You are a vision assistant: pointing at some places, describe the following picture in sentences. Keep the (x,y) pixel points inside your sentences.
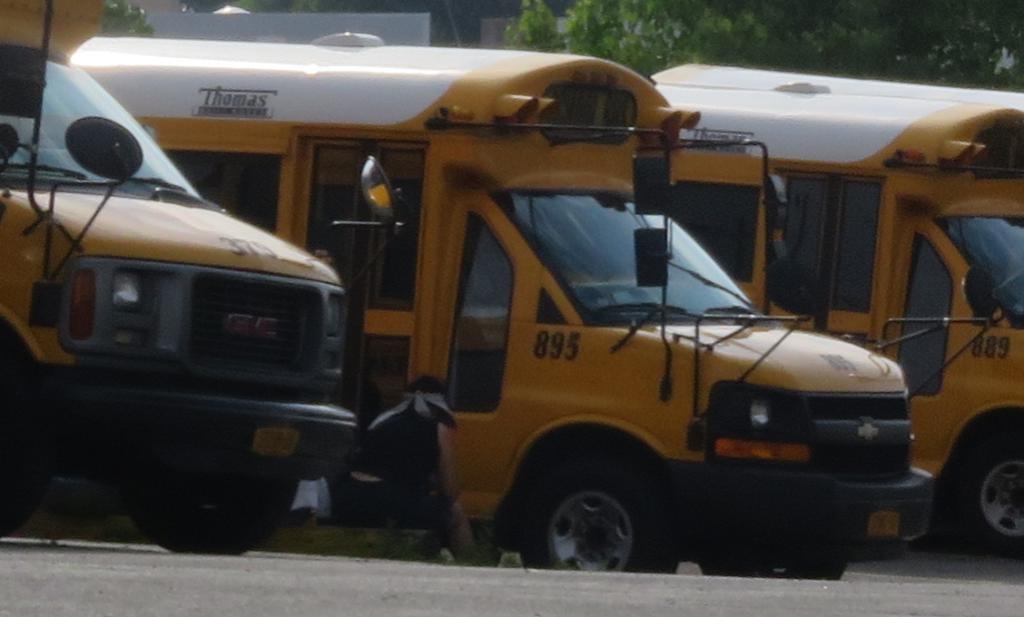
There are yellow color vehicles (679,245) at the left (30,21). Behind that there are trees (899,34).
